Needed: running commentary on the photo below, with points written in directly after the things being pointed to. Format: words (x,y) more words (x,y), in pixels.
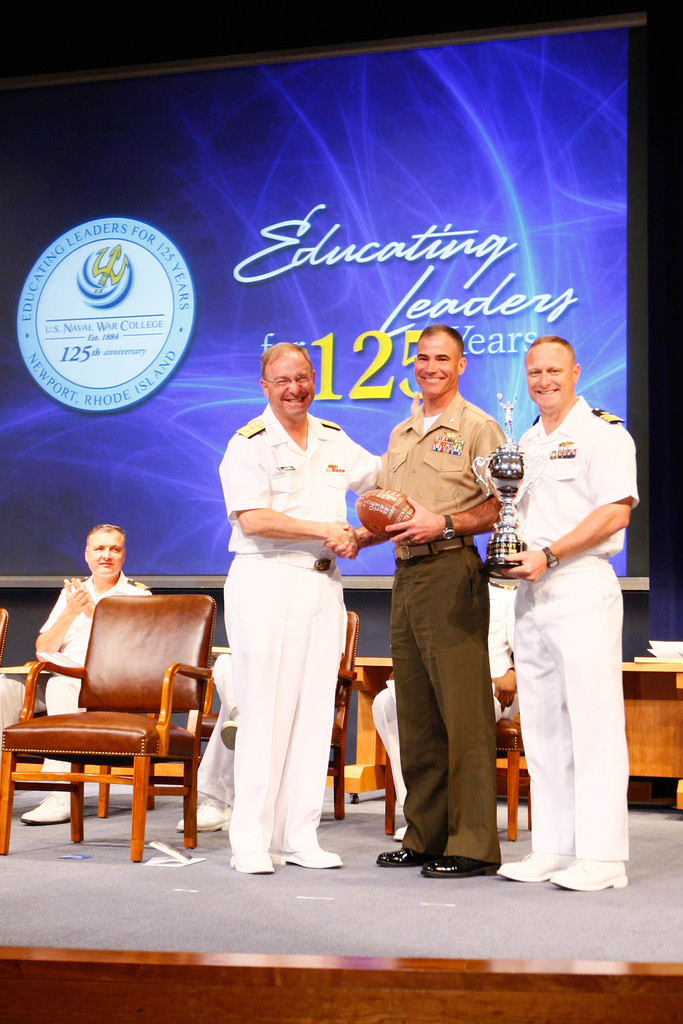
There are three members (423,694) standing on the stage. One of the guy (537,524) is holding a trophy (496,553) and the middle one (457,629) is holding a ball (396,510) in their hands (408,526). There are some chairs (109,653) and some of them were sitting in them. In the background (185,270) there is a display screen (201,283) here.
